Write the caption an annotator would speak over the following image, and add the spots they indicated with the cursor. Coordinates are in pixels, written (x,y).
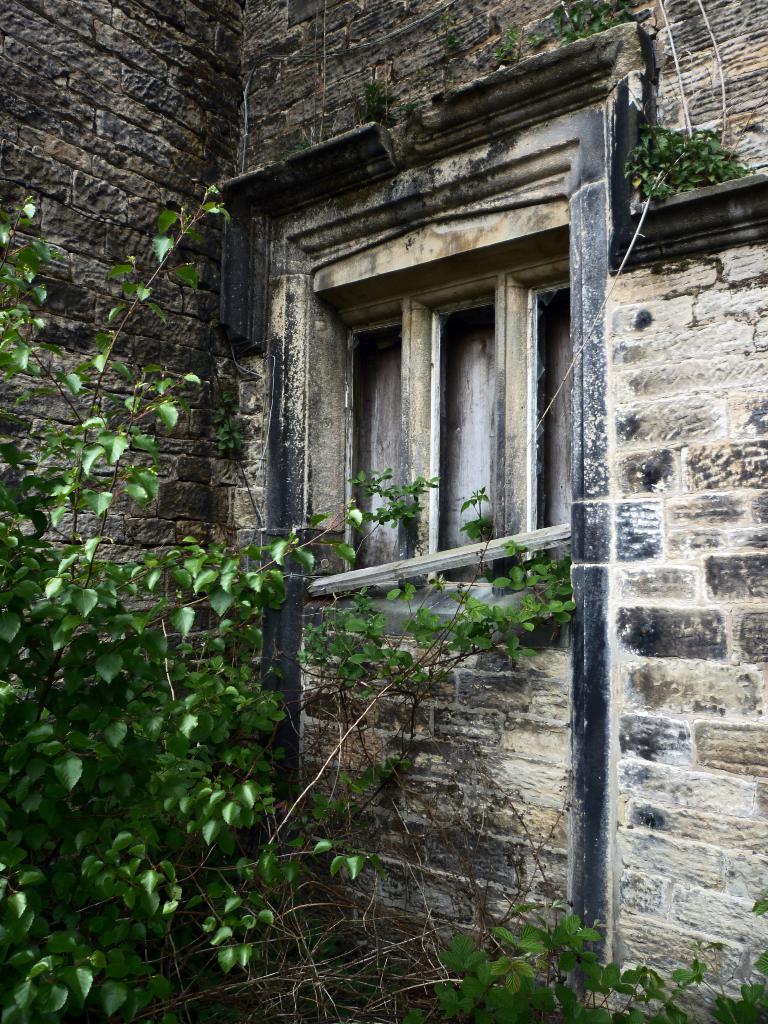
In the image we can see a building (662,601), made up of stones (700,757) and this is a window (436,414) of the building (465,398). Here we can see leaves (165,771).
